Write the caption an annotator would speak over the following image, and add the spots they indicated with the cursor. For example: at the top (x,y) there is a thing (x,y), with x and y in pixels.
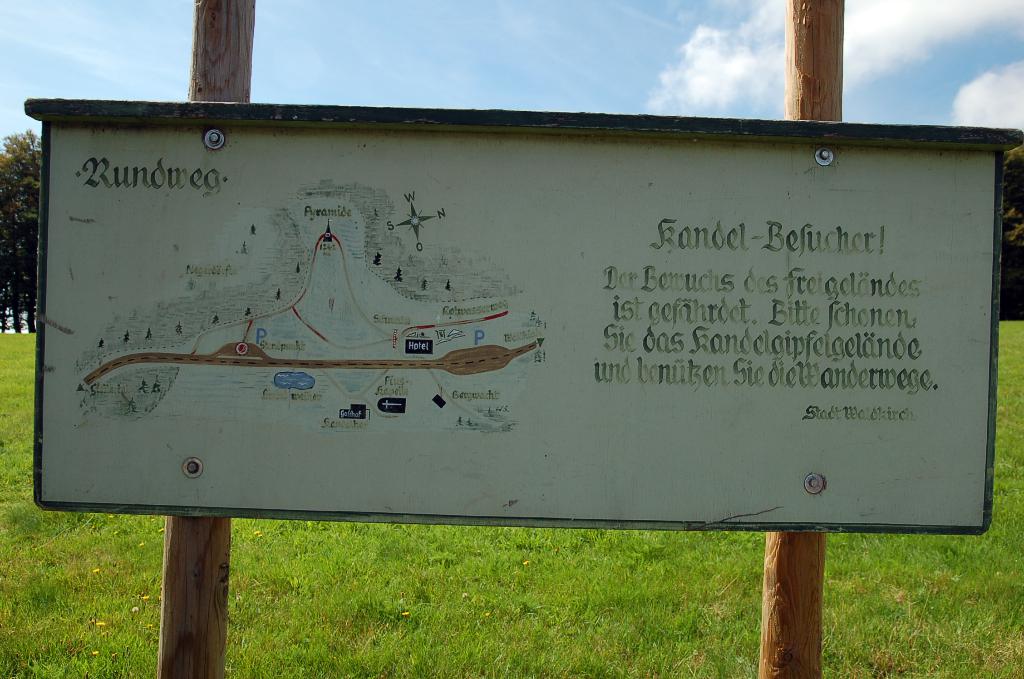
In this image I can see a board (453,274) and something is written on it. Board (492,151) is attached to the wooden logs (210,41). Back I can see a green grass (528,622) and trees (15,206). The sky (578,83) is in blue and white color.
